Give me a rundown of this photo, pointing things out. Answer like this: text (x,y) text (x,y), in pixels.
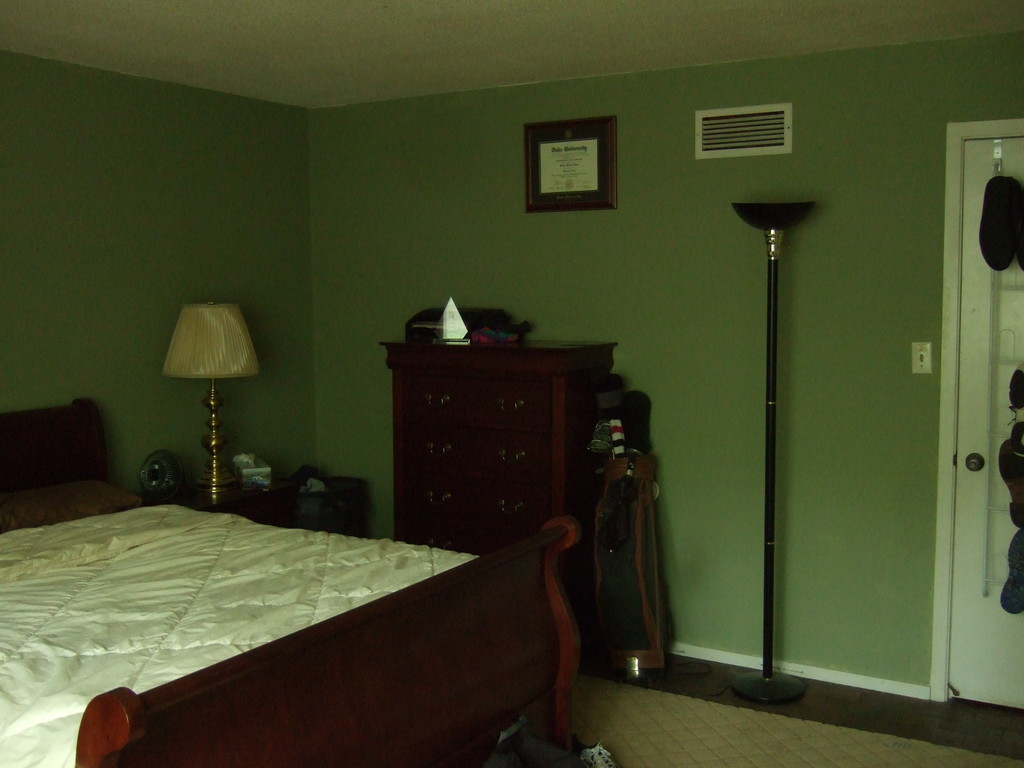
In the picture we can find a house (811,430), it is a bed room (859,435) and we can find a bed (464,762), bed sheet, lamp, cupboard (434,377), pole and photo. And we can also find a door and things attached to it.
